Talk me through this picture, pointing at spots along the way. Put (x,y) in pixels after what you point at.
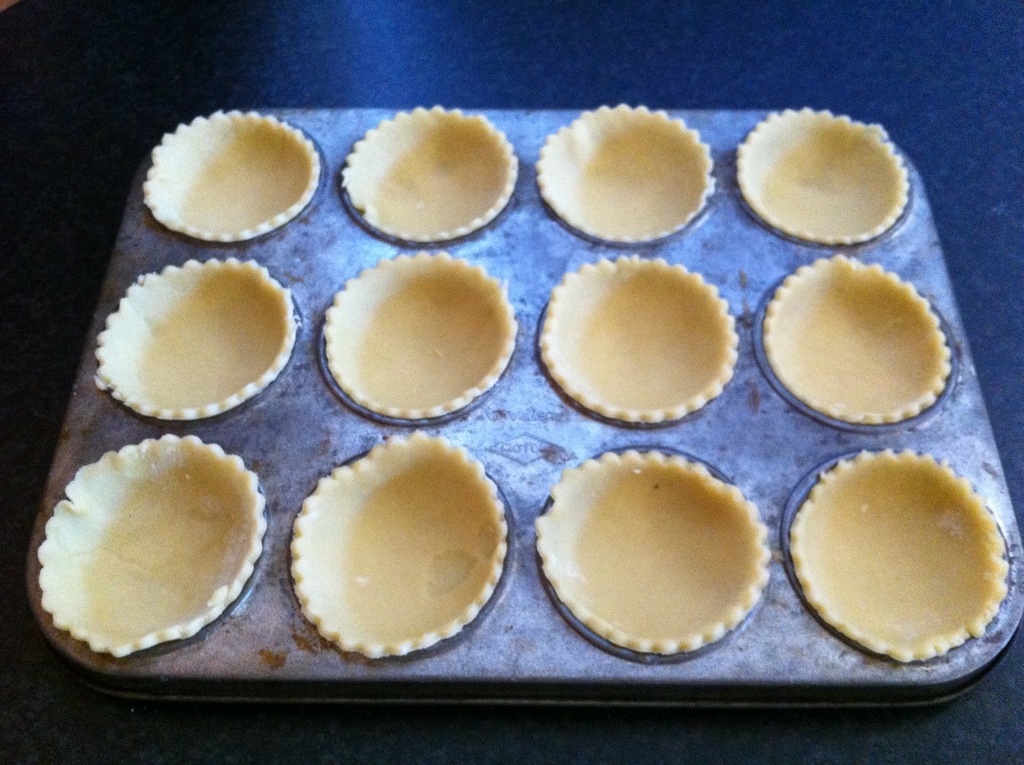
In the center of the image (529,378) we can see a muffin moulds (781,604) placed on the table (732,741).
